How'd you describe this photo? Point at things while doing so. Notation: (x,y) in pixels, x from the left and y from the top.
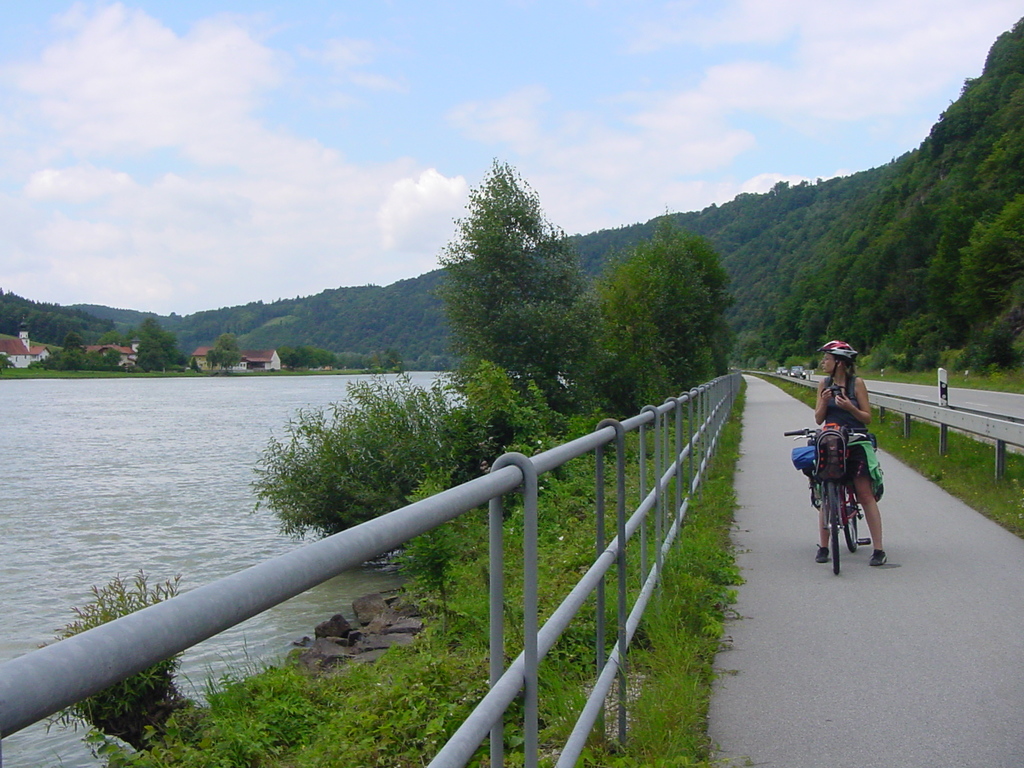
In this picture we can see a person (859,463) wearing a helmet (847,349) and a few things (818,467) on the path (780,486). We can see vehicles (833,509), some fencing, water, grass (663,577), plants (593,761), trees (428,310), houses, other objects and the cloudy sky (657,175).
